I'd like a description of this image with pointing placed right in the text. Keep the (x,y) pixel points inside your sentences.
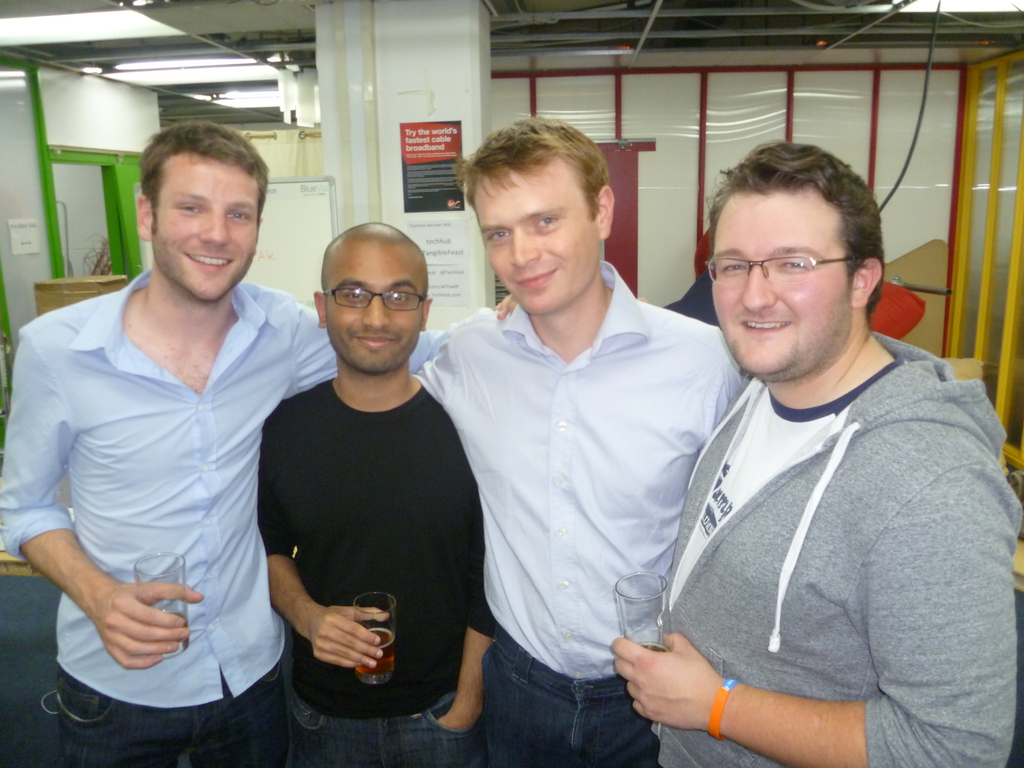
In this picture I can see a group of men (446,485) are standing and also they are holding the wine glasses (650,620) with their hands (669,638). In the top left hand side (234,64) I can see the ceiling lights (241,76).
